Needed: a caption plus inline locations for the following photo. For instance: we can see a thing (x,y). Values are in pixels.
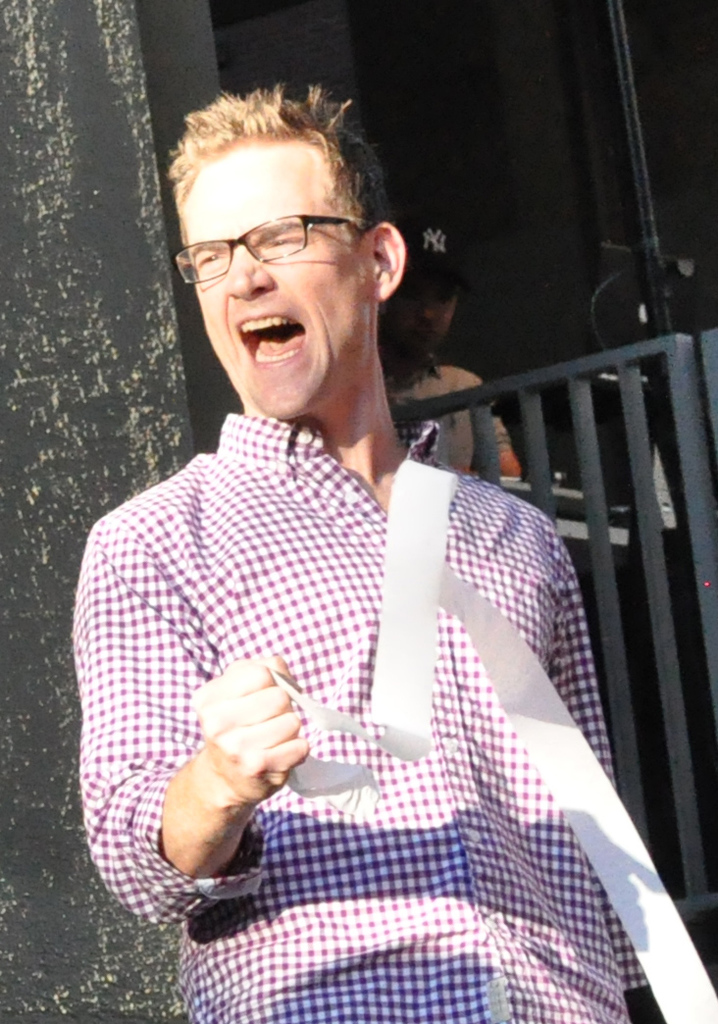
In this image we can see a man (345,507) is standing, he is wearing the pink shirt (111,690), he is wearing the glasses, at back a person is standing.
